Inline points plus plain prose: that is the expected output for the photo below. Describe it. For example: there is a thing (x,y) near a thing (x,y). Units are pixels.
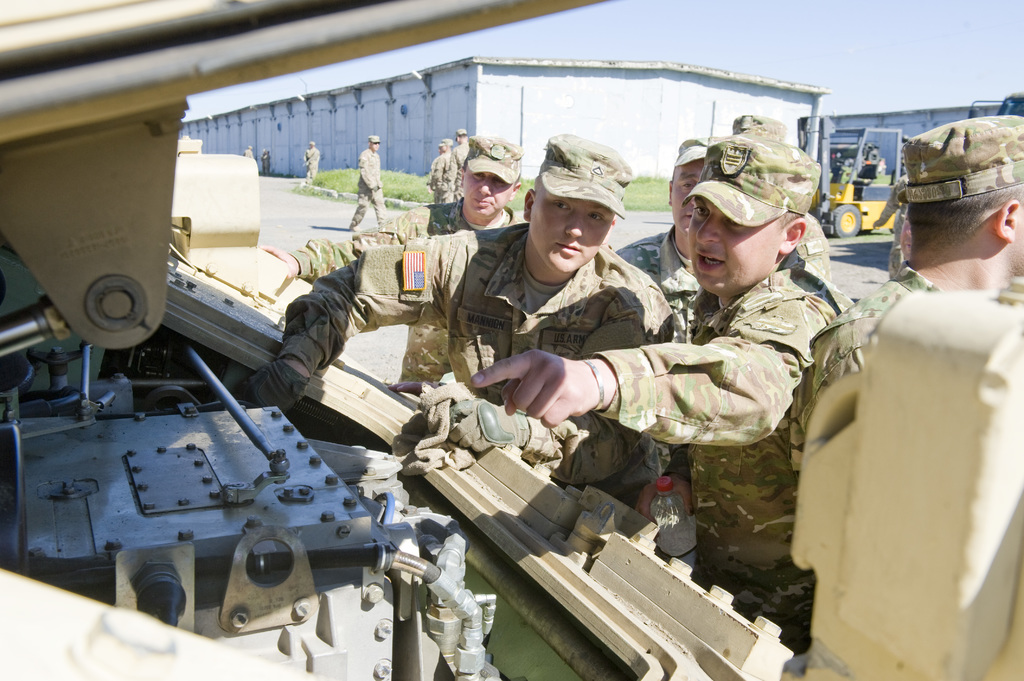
In this picture there are few persons (635,411) standing and wearing military dress (679,365) in the right corner (766,383) and there is a machine (331,442) in front of them and there few people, buildings (583,116) and a vehicle (893,135) in the background (671,115).
